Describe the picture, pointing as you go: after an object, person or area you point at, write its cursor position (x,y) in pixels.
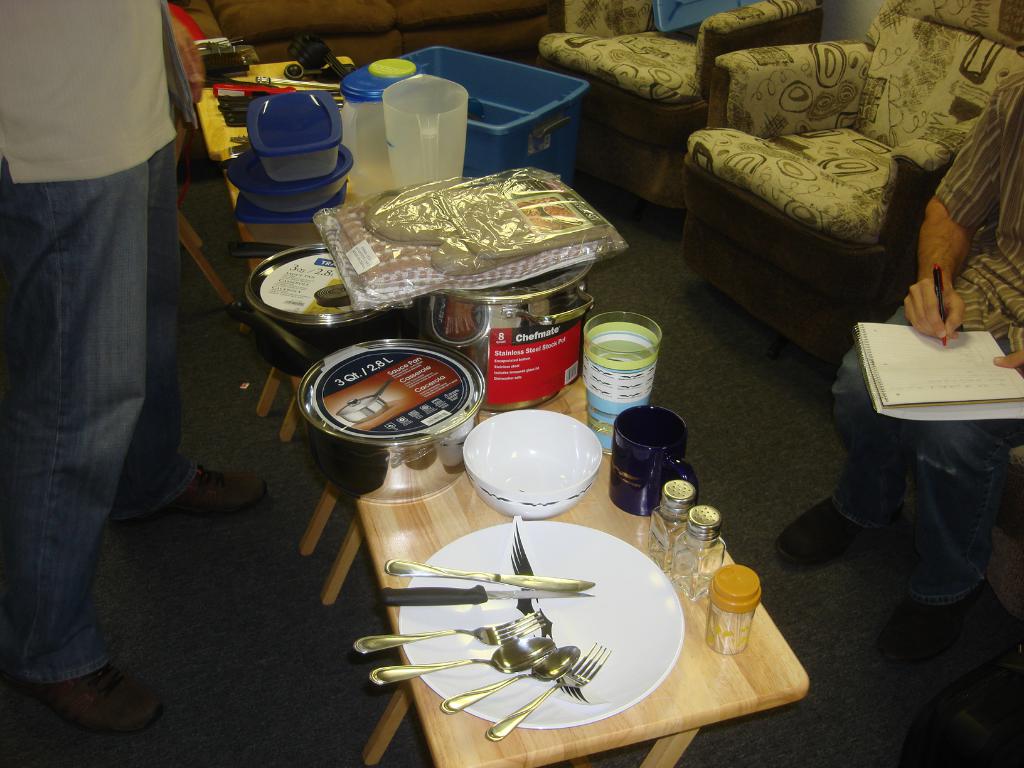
In this image, I can see the knives (498,596), forks (495,629), spoons (556,671), a plate (611,626), a bowl (493,488), utensils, boxes (283,126), jars (447,84), a cup (638,450) and few other objects (423,235) on a table (716,662). On the right side of the image (972,320), I can see a person (976,438) sitting and writing on a book (950,372). On the left side of the image (125,284), I can see another person (99,290) standing on the floor (168,594). In the background (446,67), there are chairs (566,47), a couch (476,30) and it looks like a tub (560,106).
